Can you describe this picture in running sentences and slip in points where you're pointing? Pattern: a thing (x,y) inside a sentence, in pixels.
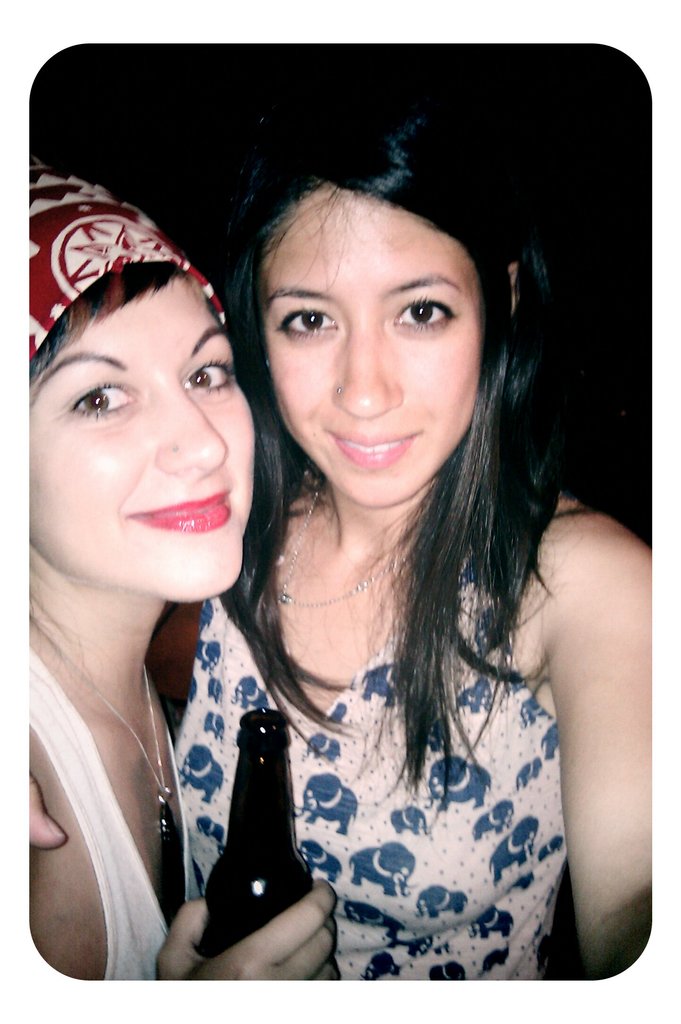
In the foreground of this image (243,743), there are two women (308,555) having smile (370,445) on their face (369,455). The woman (125,558) who is on the left (107,898) is holding a bottle (234,863) in her hand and dark background (595,122).
